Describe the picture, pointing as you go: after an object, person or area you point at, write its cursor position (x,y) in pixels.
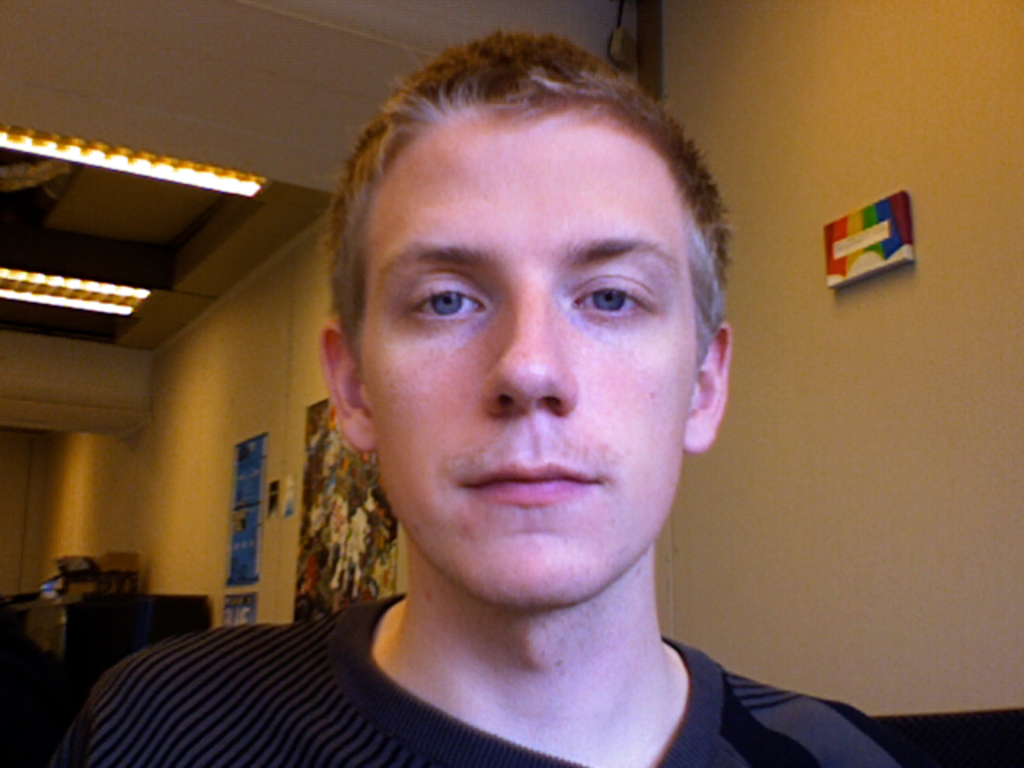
In this image there is a face (525,338) of a man (530,371). At the top (193,187) there are lights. In the background (244,427) there is a wall (273,461) on which there are posters (286,509).
